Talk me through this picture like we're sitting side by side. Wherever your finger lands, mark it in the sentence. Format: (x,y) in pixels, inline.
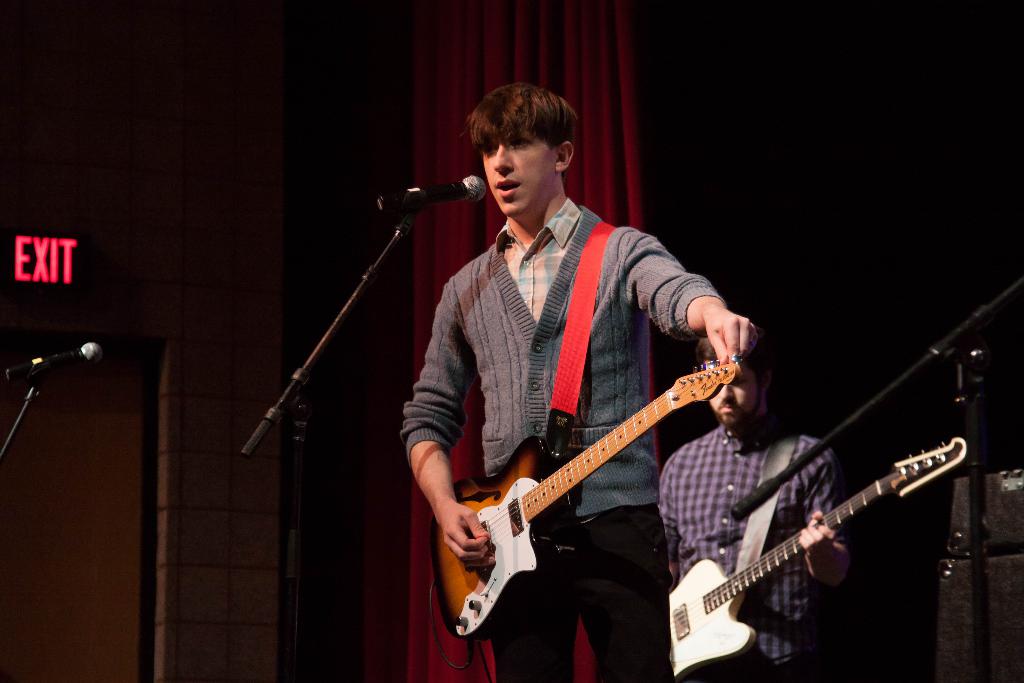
The picture is from a live concert. In the foreground of the picture (590,246) there is a person (521,412) playing guitar (608,436), in front of him there is a microphone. In the background (716,513) there is a person (716,554) standing and playing guitar (742,587). On the right (966,532), there are speakers (962,594) and a microphone (974,626). In the center of the background (465,86) there is a red colored curtain (428,218). On the left (85,461) there are door (85,461), microphone (70,355) and a display (32,262).
